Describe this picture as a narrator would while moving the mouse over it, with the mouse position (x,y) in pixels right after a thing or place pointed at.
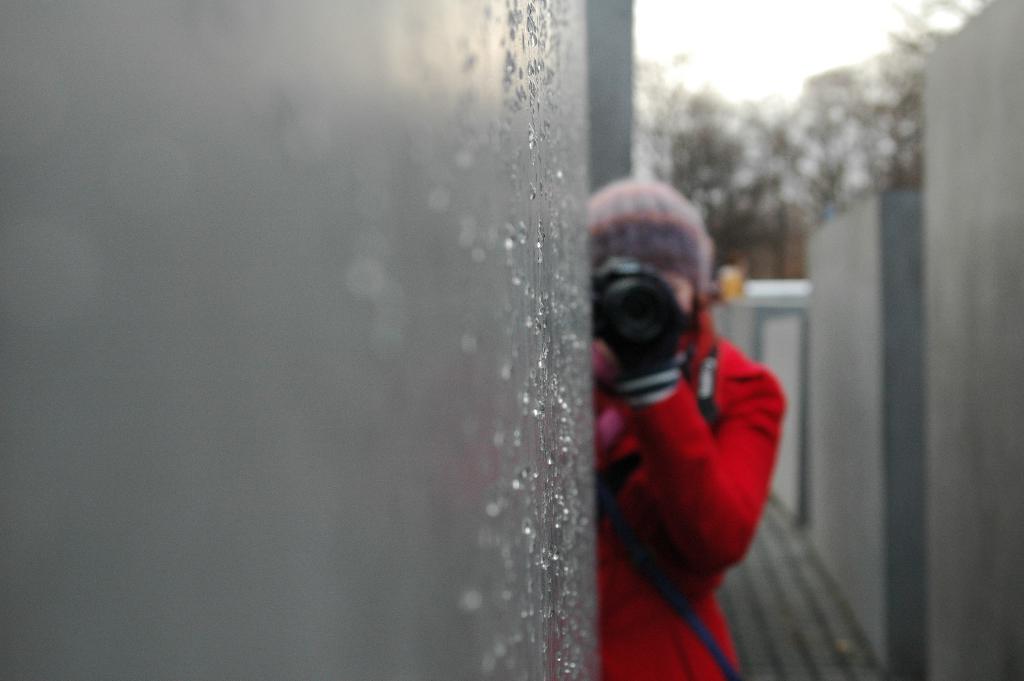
In this picture there is a woman (654,195) who is wearing cap (673,237), red jacket (757,495), gloves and bag (702,638). She is holding a camera (634,290) near to the wall (505,268). On the wall (488,211) we can see water drops (531,85). On the background (809,105) we can see many trees (809,105). On the top (768,21) there is a sky (743,23).
